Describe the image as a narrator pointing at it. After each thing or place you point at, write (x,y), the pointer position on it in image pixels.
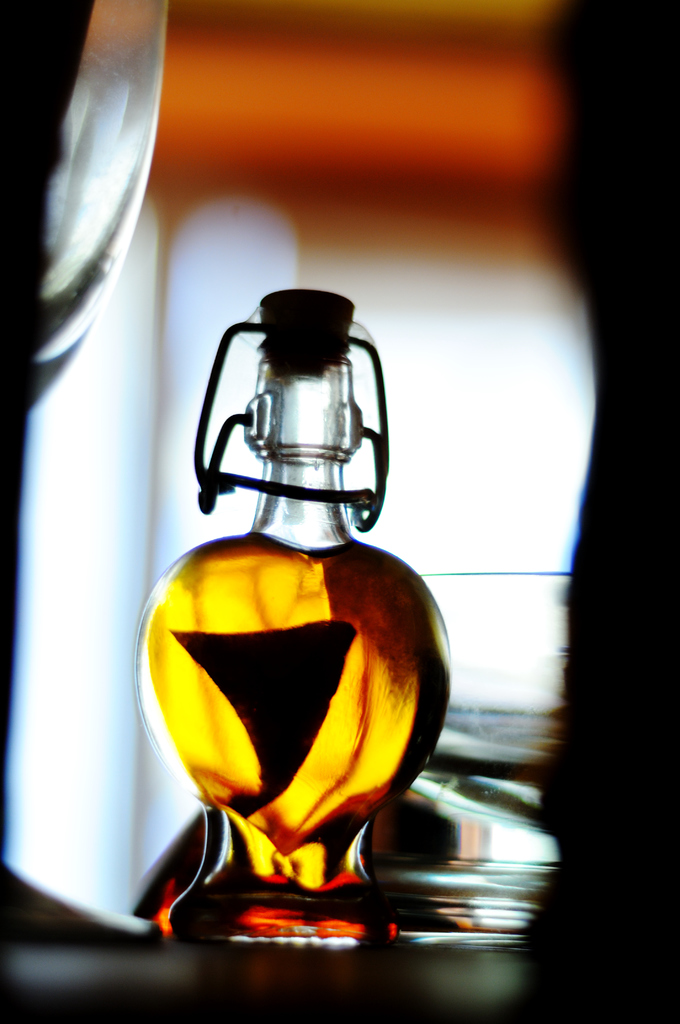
This picture shows a bottle (386,906) and two glasses (421,881).
